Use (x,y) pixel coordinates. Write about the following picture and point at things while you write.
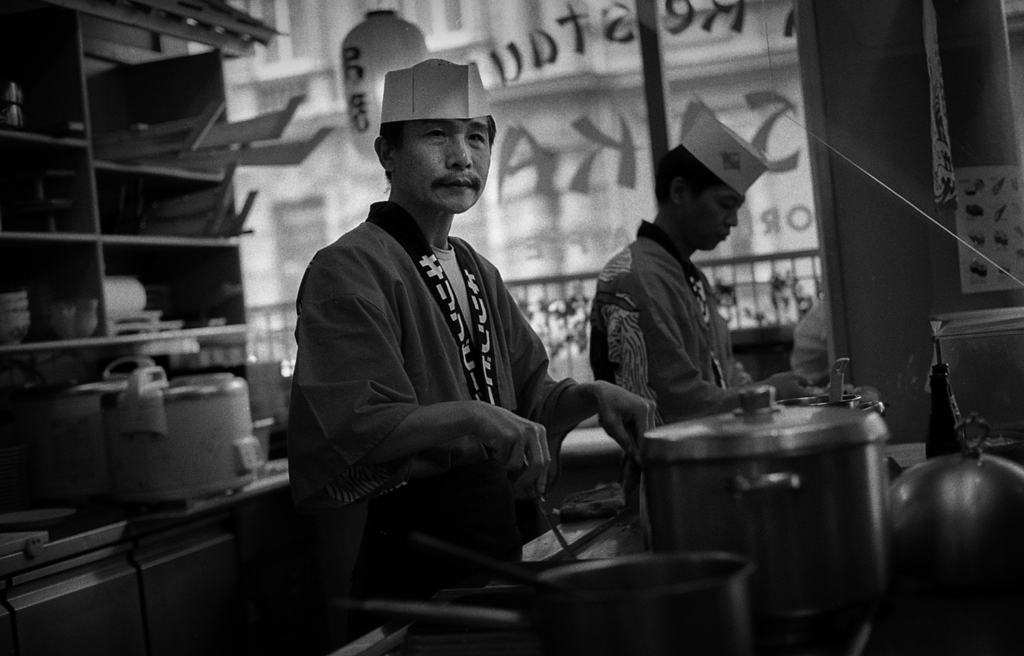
In this picture I can see 2 men (641,262) in front (632,320) and I see that the man (456,267) on the left (338,290) is holding a thing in his hands (514,452) and I see few utensils (728,502) in front of them. In the background (103,299) I see the racks (85,290) on which there are few things (2,324) and in the center of this picture (556,292) I see the glass (566,165) on which there is something written. I see that this is a black and white picture.
